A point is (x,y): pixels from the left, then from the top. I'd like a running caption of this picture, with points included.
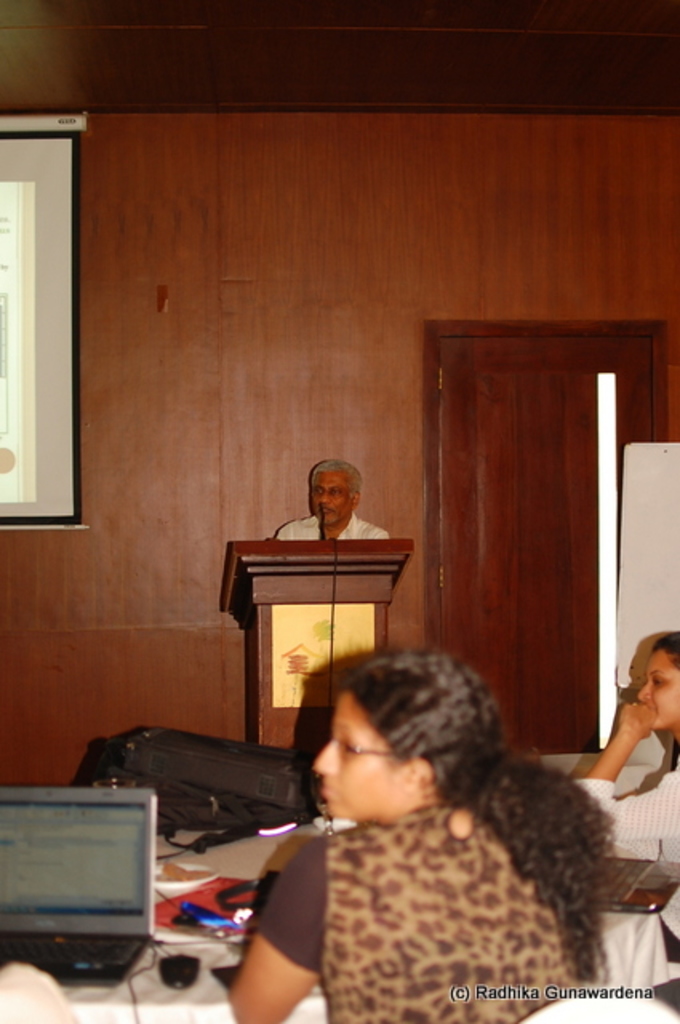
In this picture there is a man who is standing before the wooden desk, resting his hands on the desk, saying in the mic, there are two ladies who is sitting in the place of audience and there is a screen of projector (60,118) at the back side of the man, there is a door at the right side of the image (461,452) and a laptop (11,822) at the side of the audience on the table (176,954) and a black color bag (219,840) is placed on the table (247,836) in front of the lady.
